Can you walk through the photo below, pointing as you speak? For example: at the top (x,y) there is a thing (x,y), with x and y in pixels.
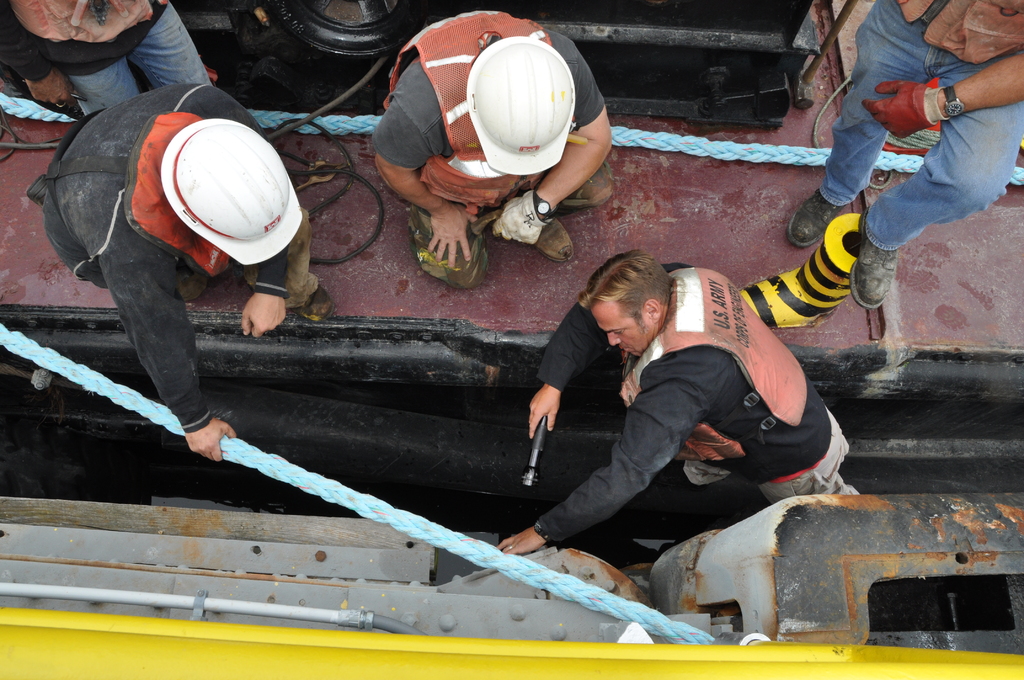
In this image I can see few people (190,360) and I can see all of them are wearing jackets (992,27). In the centre (426,257) I can see two of them are wearing white colour helmets (501,109) and on the left side (191,111) I can see one person (116,220) is holding a rope (456,547). On the bottom side of this image (495,655) I can see a yellow colour thing (877,676) and on the top side of this image (710,151) I can see one more rope (780,148).
